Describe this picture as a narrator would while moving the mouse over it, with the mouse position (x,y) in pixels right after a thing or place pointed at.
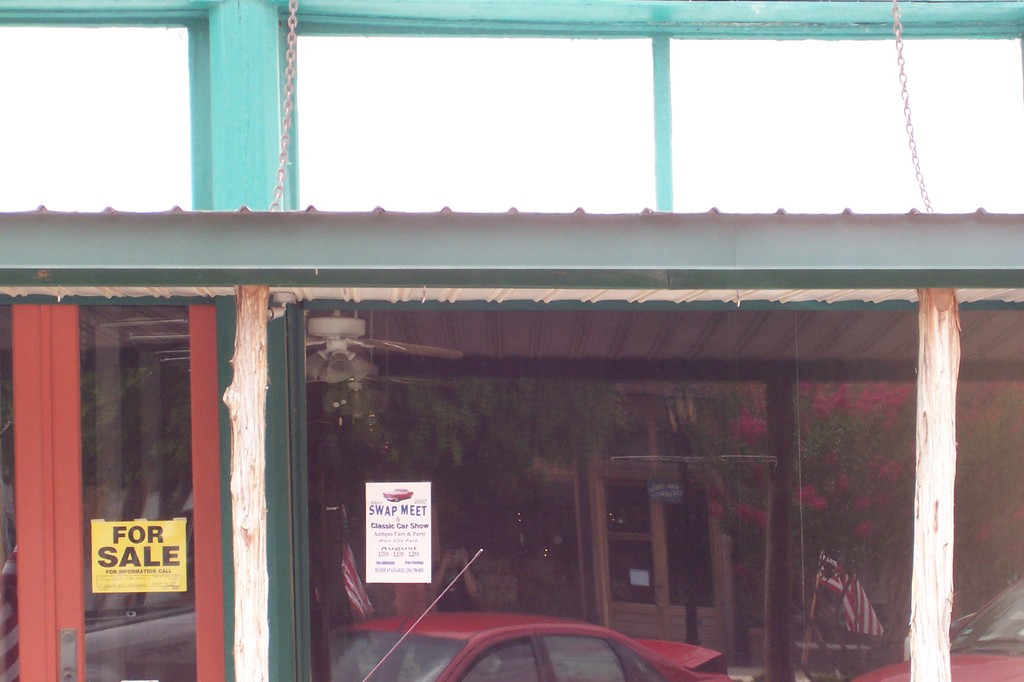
In this picture we can see cars (381,661), flags (869,616), posters (144,546), pillars (243,373), trees (804,418), chains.
